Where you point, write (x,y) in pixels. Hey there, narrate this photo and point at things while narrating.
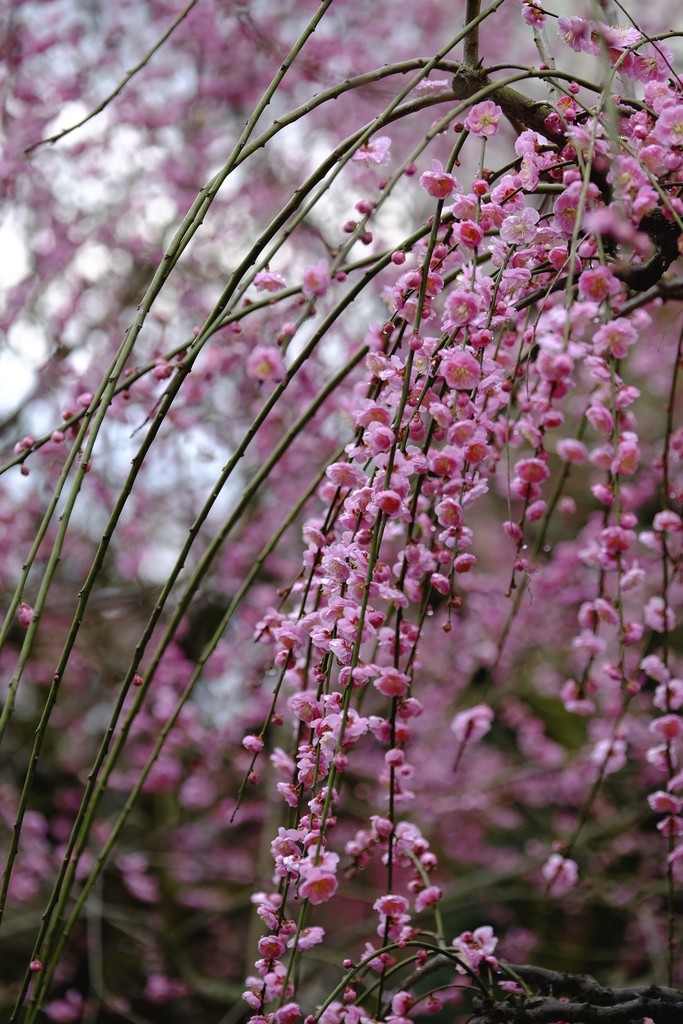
This is a tree (342,510).
